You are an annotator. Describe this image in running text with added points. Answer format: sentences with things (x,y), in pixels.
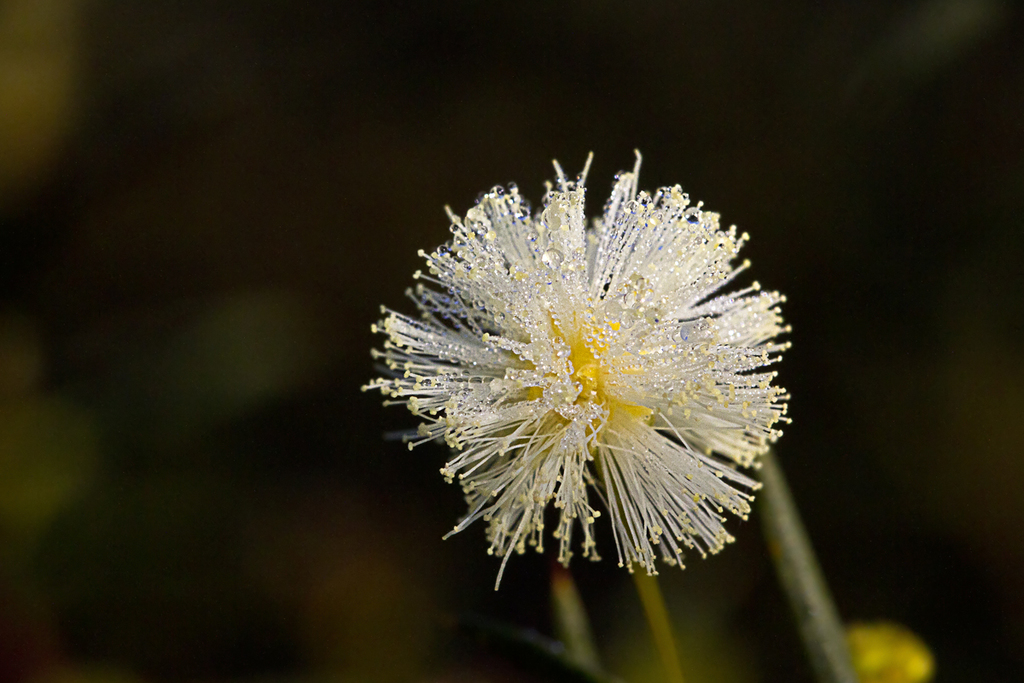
In this picture we can see a flower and in the background (275,291) we can see it is blurry.
